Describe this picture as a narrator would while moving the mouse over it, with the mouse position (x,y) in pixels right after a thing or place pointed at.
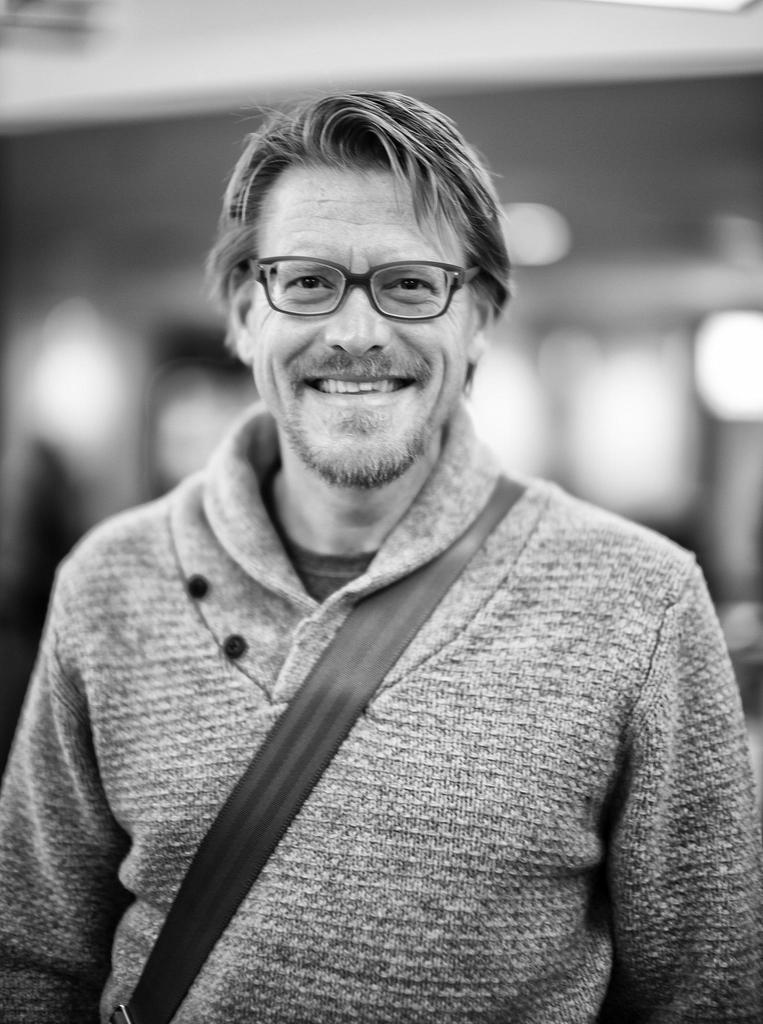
In the picture we can see a man (374,892) wearing a bag (209,885), belt (202,873) and he is smiling and behind him we can see a building (738,422) which is not clear.
